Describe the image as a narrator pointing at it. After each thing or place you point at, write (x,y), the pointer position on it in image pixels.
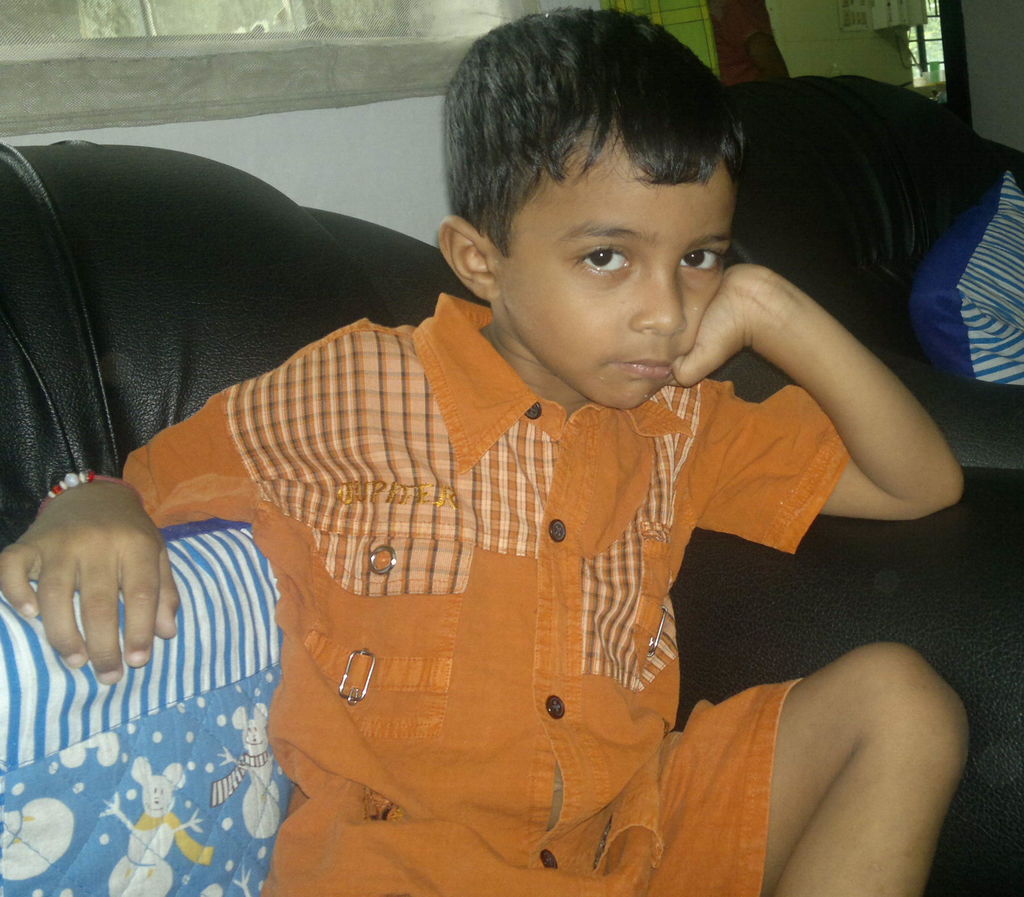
In the picture I can see one child (430,545) is sitting on the sofa (155,294) and looking front side.
